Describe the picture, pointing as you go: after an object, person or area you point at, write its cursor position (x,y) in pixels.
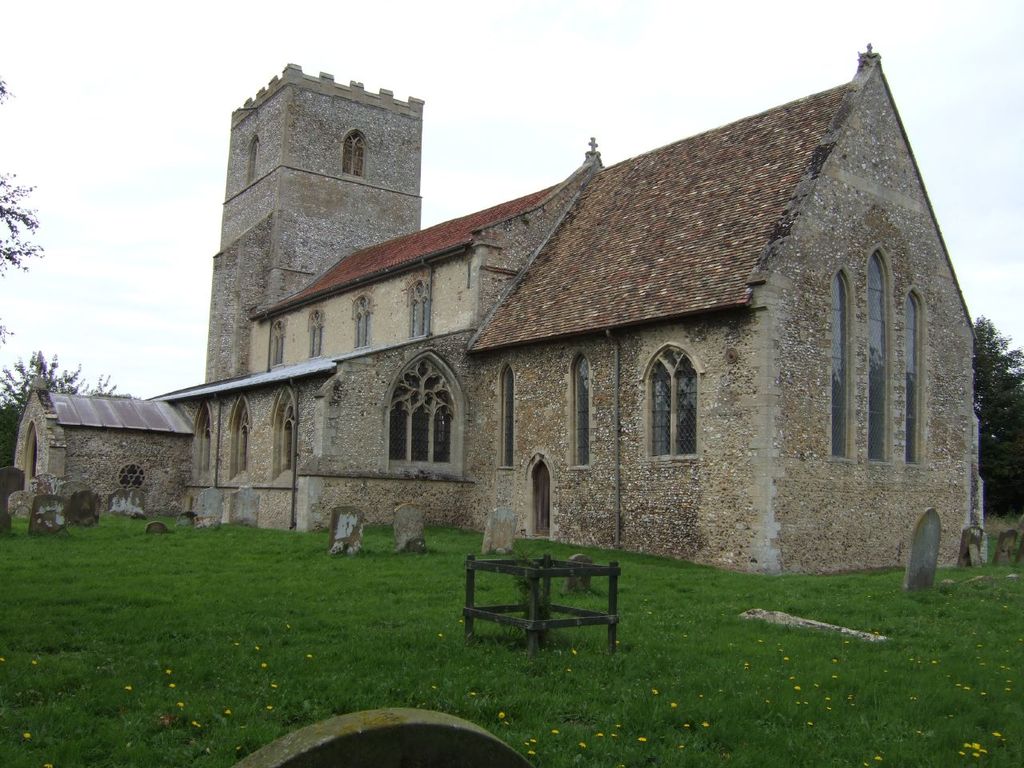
In this image there is a building (609,372), in front of the building (440,429) there is a graveyard (858,634) on the surface (761,718) of the grass (699,732), there is a wooden structure (555,572). In the background (1000,377) there are trees (1000,377) and the sky (146,224).
